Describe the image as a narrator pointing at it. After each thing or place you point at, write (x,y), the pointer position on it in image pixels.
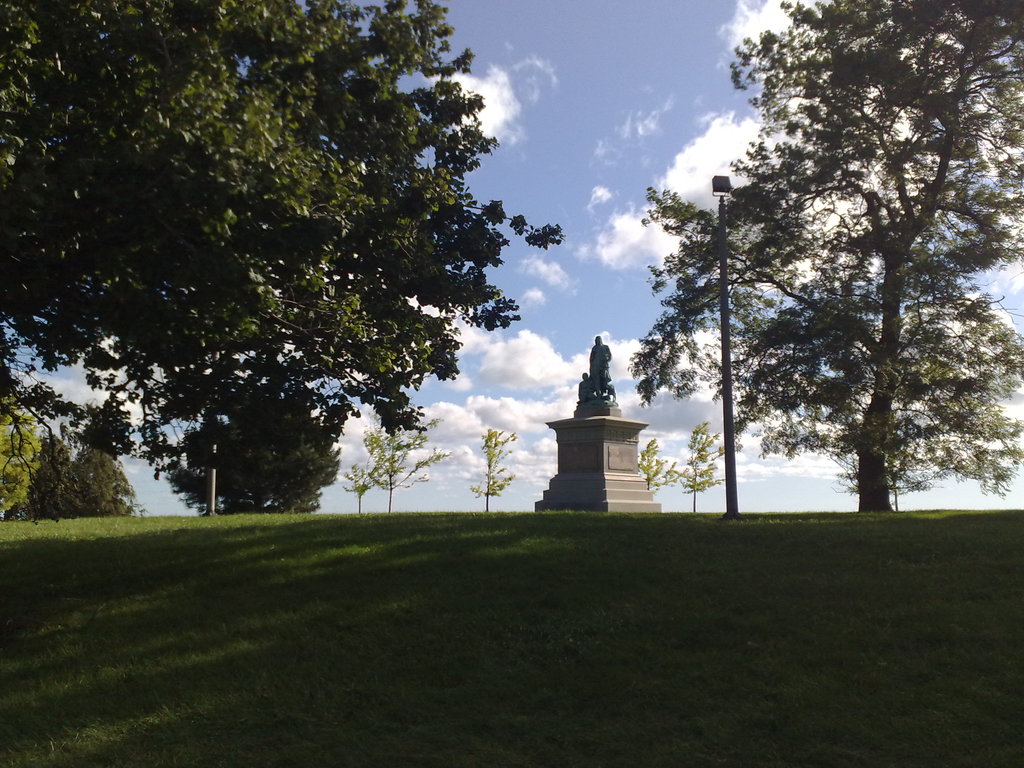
At the bottom of this image (464,686) I can see the grass (249,601) in green color. In the background (575,459) there is a pillar (586,441) on which I can see a statue (596,375) of a person (598,378) and there are some trees (413,295). On the top of the image (534,125) I can see the sky (557,92) and clouds (534,348).
